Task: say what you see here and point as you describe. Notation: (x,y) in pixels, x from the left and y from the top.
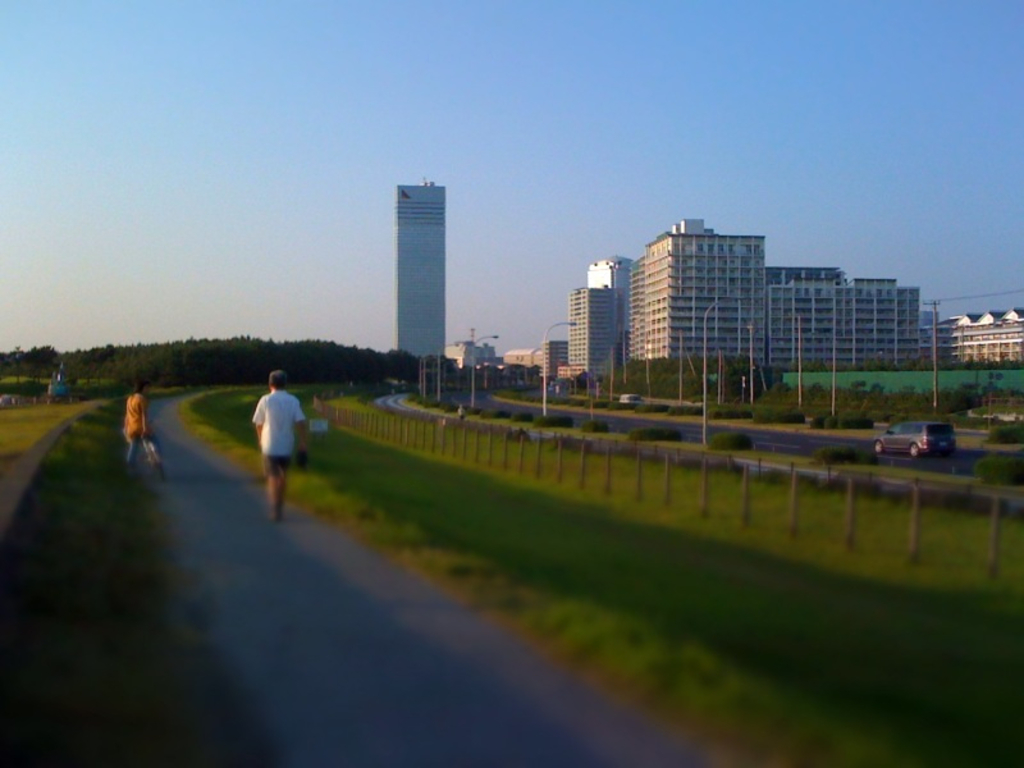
In this image, I can see a person (128,426) sitting on a bicycle (165,462) and another person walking on the pathway (161,474). There are buildings (559,373), street lights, trees (515,379), bushes (857,460), fence (765,468) and vehicles (899,446) on the road (782,437). In the background (783,212), there is the sky (259,319).
